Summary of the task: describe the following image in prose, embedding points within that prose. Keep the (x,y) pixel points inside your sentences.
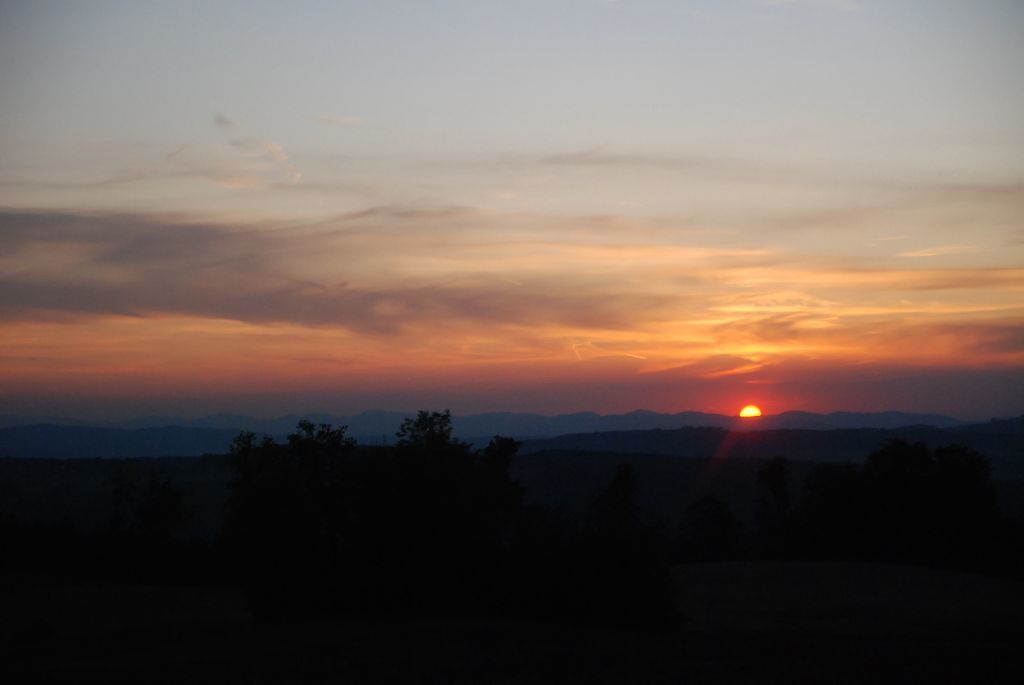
In this image I can see many trees (584,609). In the background (553,482) I can see the mountains (573,453), clouds (593,318), sky (590,338) and the sun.
